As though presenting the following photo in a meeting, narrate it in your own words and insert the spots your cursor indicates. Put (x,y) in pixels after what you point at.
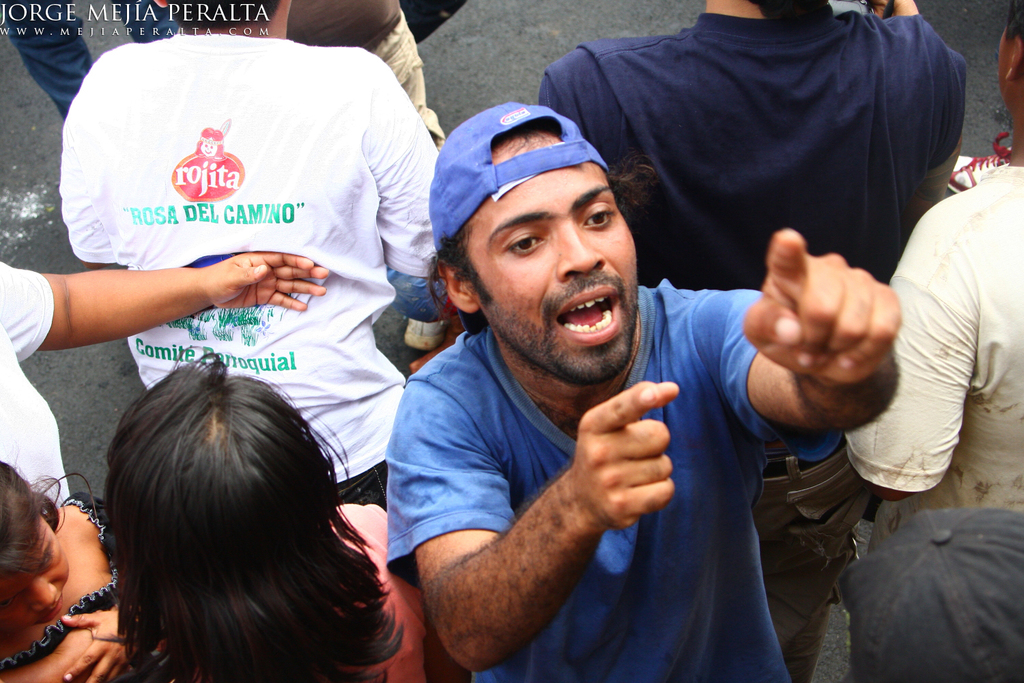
In the image we can see there are lot of people (538,223) standing on the road (993,6) and its written ¨Rojita¨ on the shirt (204,200) of the person (216,211).
